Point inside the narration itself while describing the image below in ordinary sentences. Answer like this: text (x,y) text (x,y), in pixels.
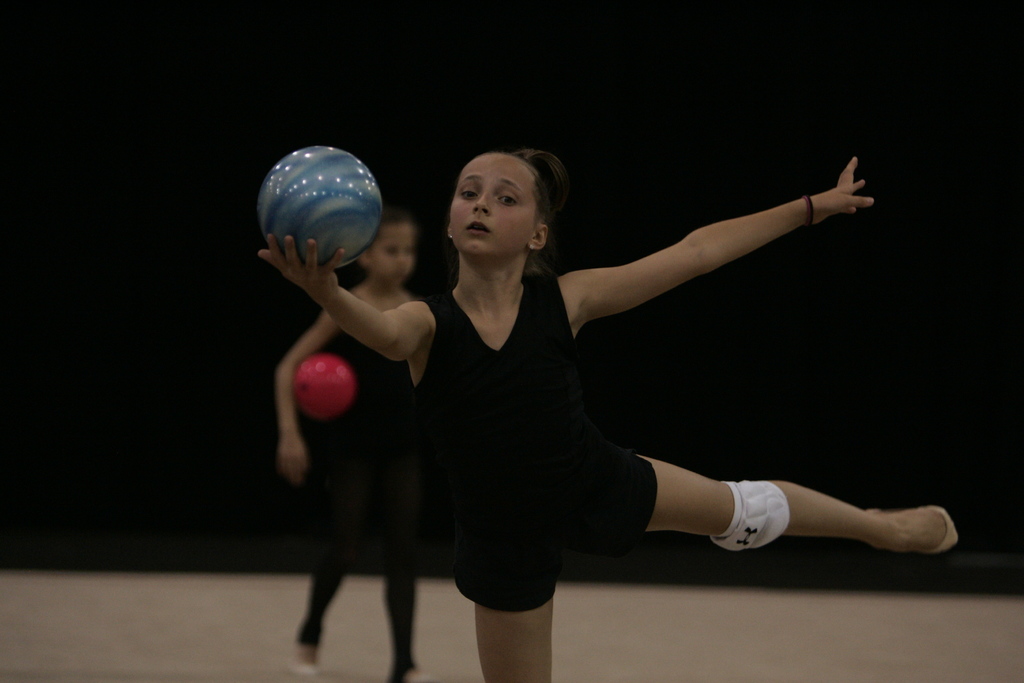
In this image we can see two girls (410,463) playing with a ball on the ground (774,618).
